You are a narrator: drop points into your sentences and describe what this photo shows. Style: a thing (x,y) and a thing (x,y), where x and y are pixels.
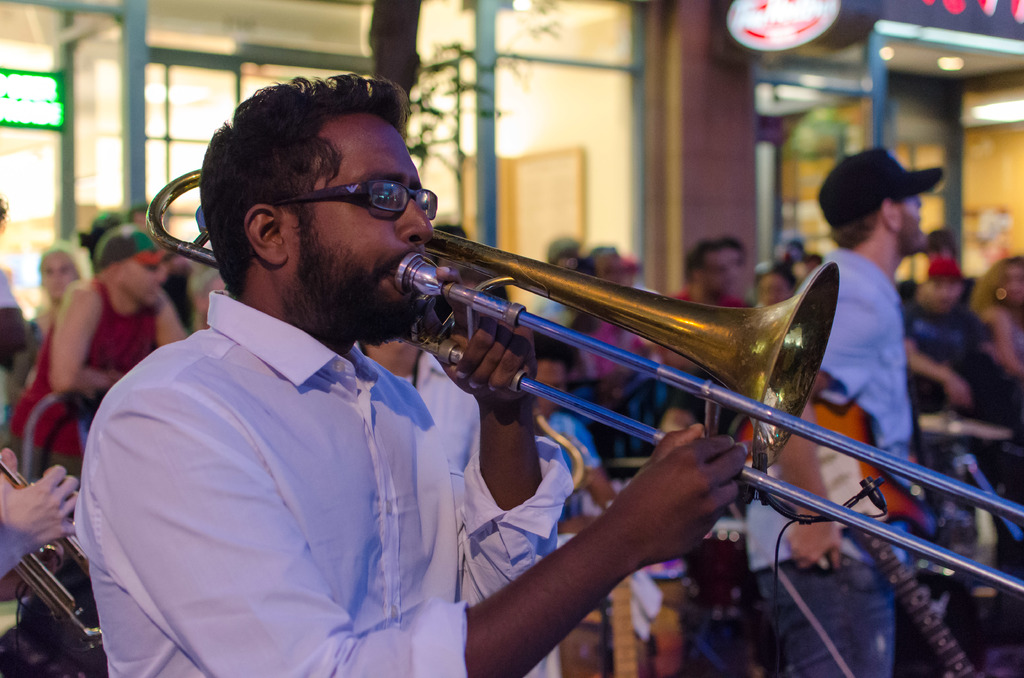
In this image, we can see a person (411,191) wearing clothes (316,554) and playing a musical instrument (543,330). There is an another person (868,294) on the right side of the image (877,306) standing and holding a guitar (856,426) with his hand (819,529). In the background (915,152), image is blurred.
